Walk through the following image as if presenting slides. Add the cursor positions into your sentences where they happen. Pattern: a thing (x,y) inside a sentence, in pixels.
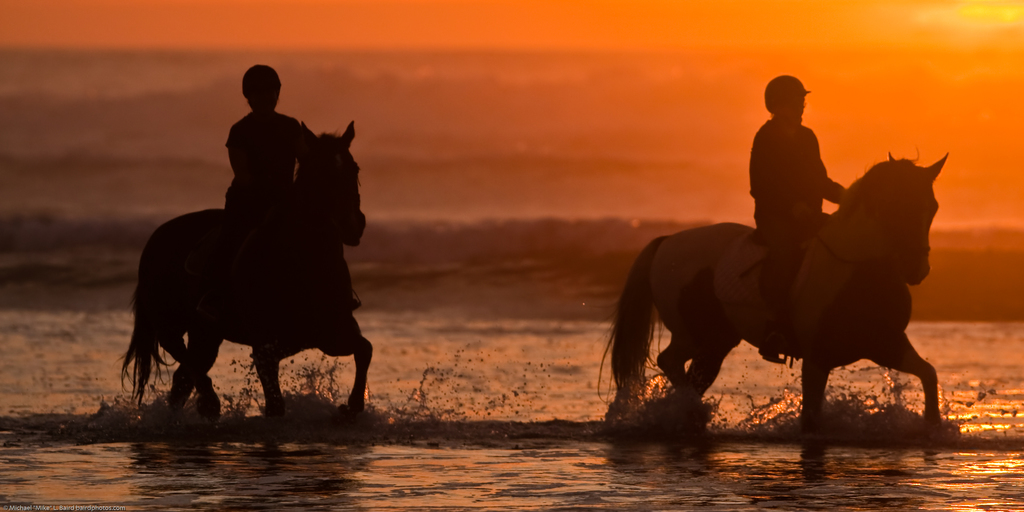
It is a color image in which there are two horses (840,290) ridden by the two people (779,171). At the top (863,45) there is a sunset (877,44).
